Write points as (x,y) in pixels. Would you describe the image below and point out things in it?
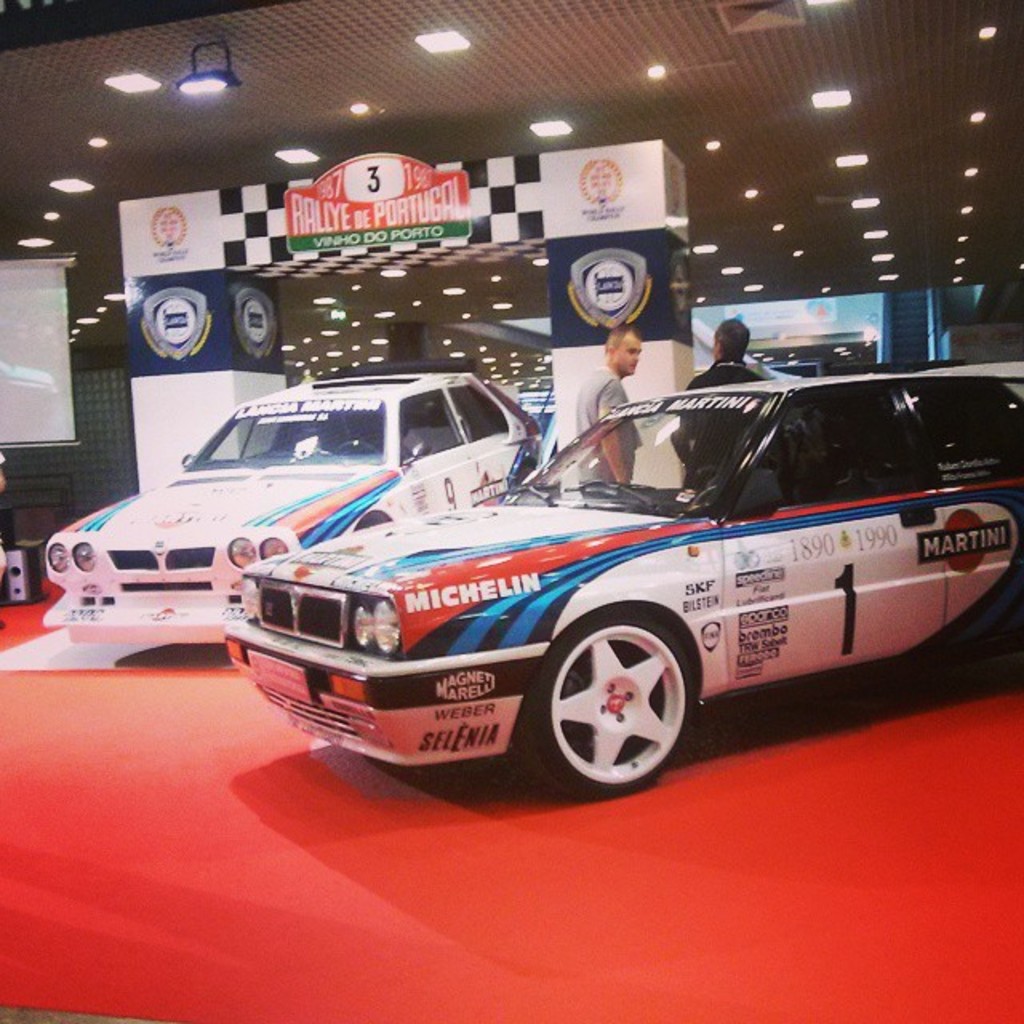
In this picture there are men (700,376) who are standing near to the cars (366,650). Beside them I can see the banner (529,222). At the top (206,44) I can see many lights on the roof (862,198) of the building (935,202). On the left (19,369) there is a projector screen (16,383). At the bottom (298,930) I can see the red carpet (360,907).
